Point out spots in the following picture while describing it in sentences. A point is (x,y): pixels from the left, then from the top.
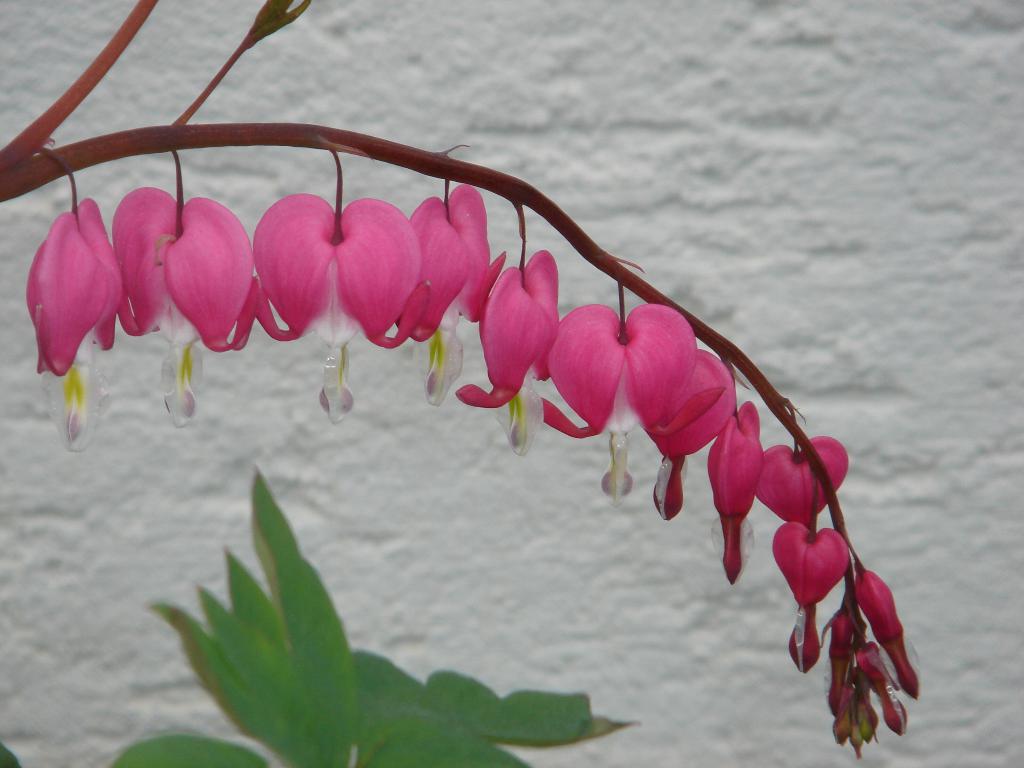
In this picture we can see a few pink flowers (344,250) on a plant (481,767). Background (776,683) is white in color.
